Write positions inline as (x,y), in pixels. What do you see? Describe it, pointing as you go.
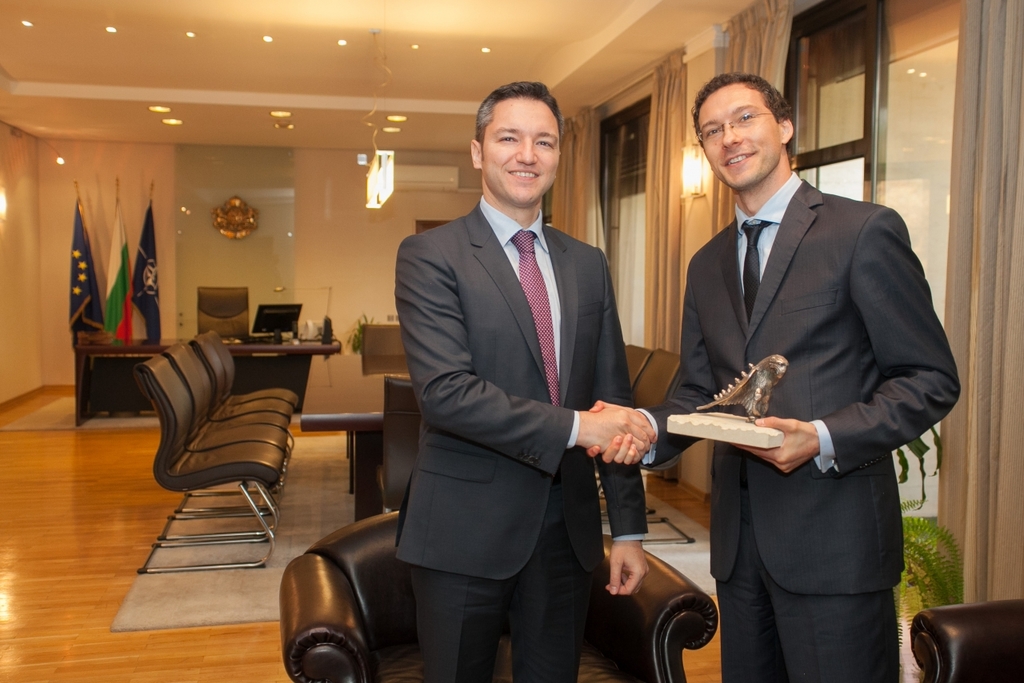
This picture shows two men (737,553) standing we see few chairs (270,422), table (339,346) and a monitor (271,304) we see three flags (79,263) and curtains (778,24) to the window (832,49).
